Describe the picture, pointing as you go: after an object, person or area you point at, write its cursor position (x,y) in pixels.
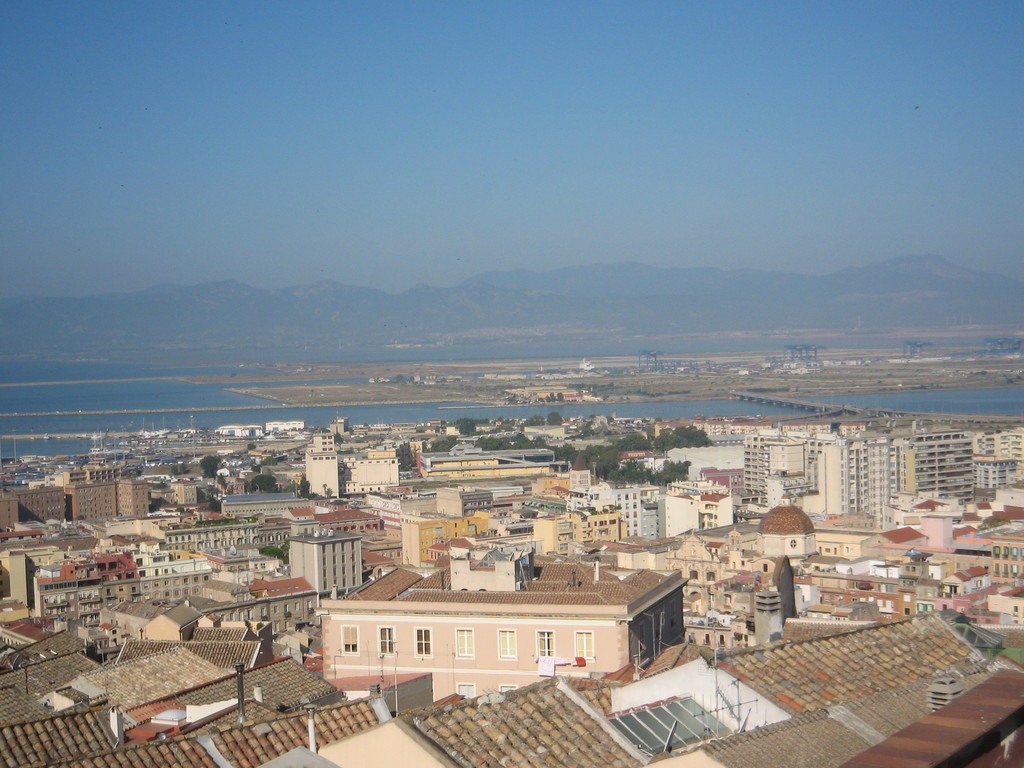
In this picture I can see many buildings (995,714), house (921,522) and monument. In the center (635,411) I can see the river (492,411). On the right (904,415) there is a bridge (896,410). In the background (990,295) I can see the mountains (208,313) and trees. At the top (499,71) I can see the sky (431,103).
